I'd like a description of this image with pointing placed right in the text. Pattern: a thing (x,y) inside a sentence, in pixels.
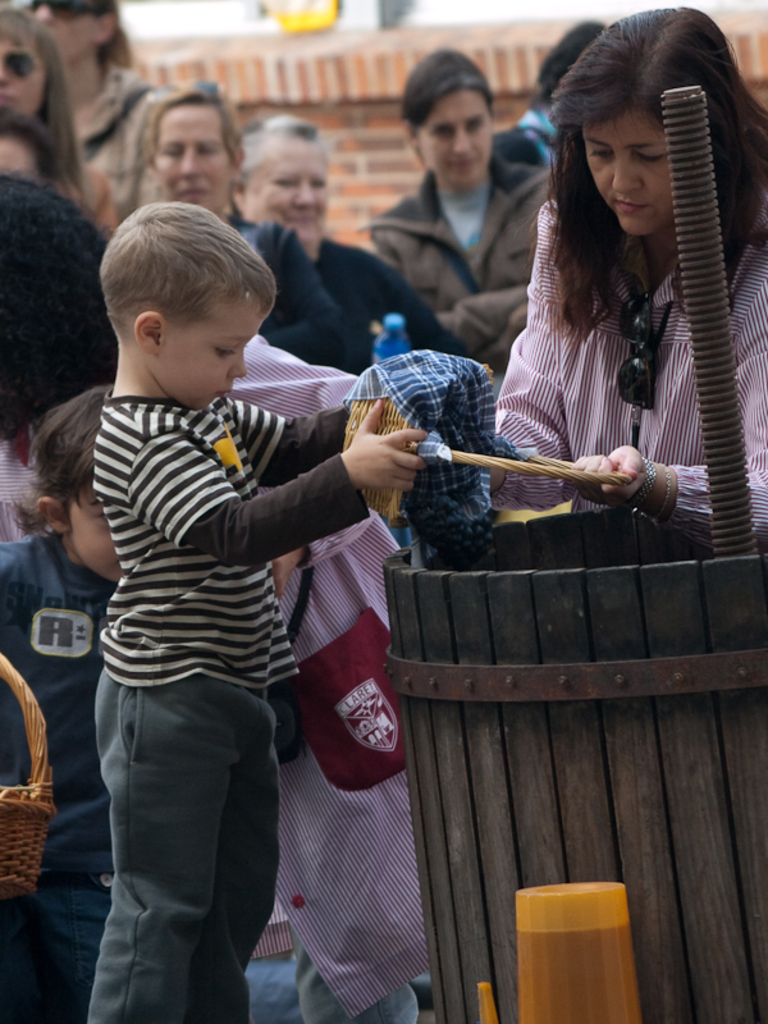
In this image we can see some people (419,288) are standing and holding some objects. There is one wall (377,46) and some objects (485,920) are on the surface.
